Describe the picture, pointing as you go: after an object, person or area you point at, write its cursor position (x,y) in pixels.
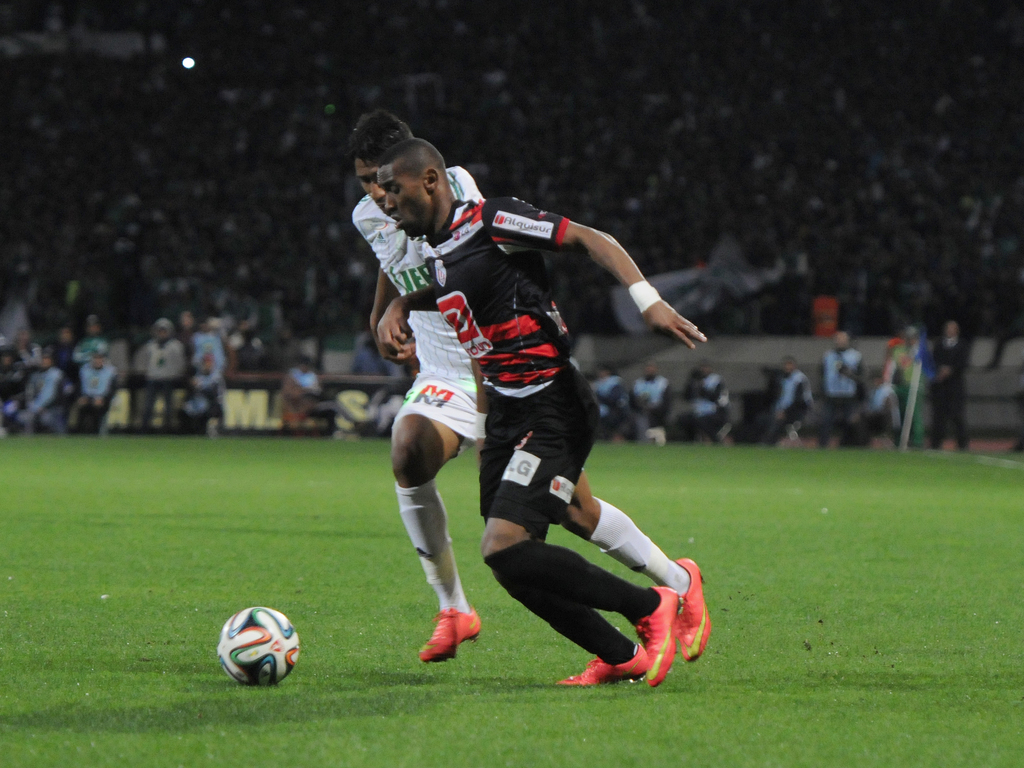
In this image two people (440,414) are running on the grassland (291,693) having a ball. Few people (10,405) are on the land (53,446). Behind there is a banner (263,426). Top of the image (95,218) there are few people (271,229) on the stairs (117,102).
